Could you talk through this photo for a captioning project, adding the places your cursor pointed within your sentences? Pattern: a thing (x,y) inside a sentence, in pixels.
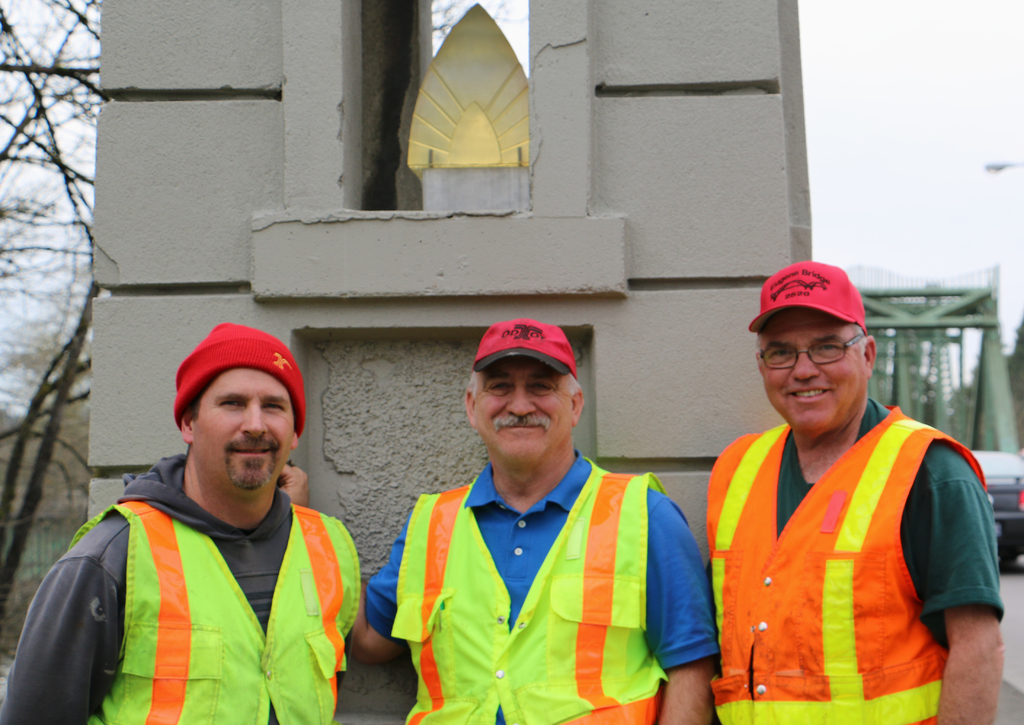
In this image, we can see three people (263,556) are watching and smiling. They are wearing caps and jackets (592,640). Background (738,255) we can see pillars (738,294), trees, vehicle (1022,481), rods (995,354), road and sky (999,206).
